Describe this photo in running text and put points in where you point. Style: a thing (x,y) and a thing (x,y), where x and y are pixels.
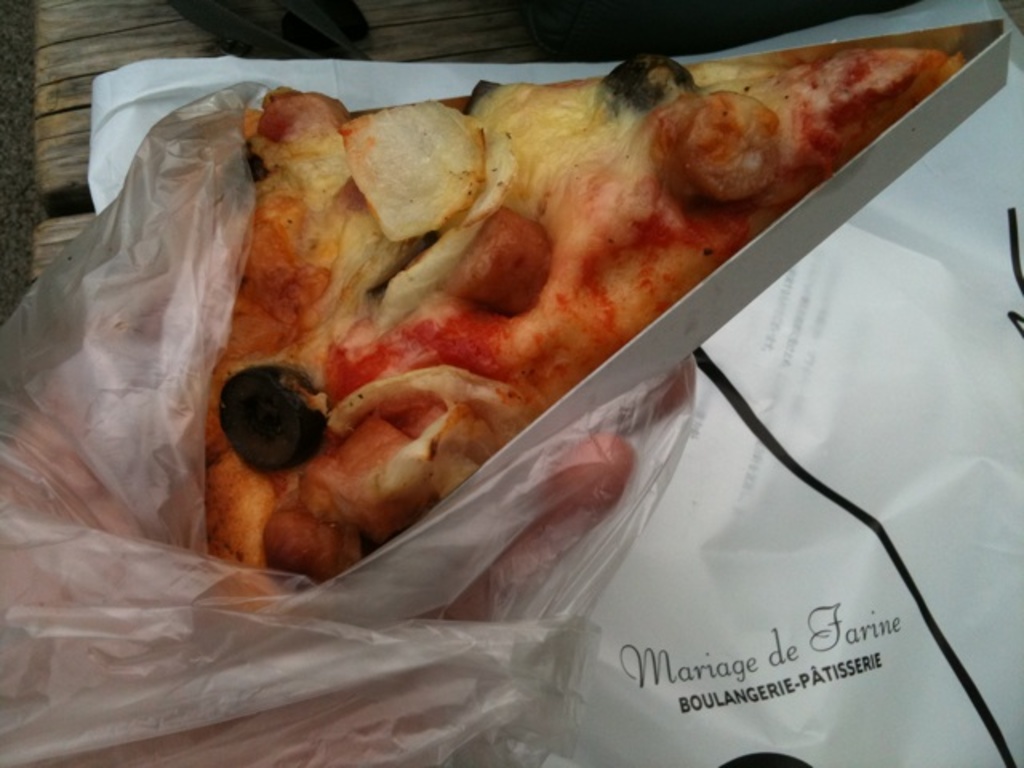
In this image we can see a pizza (371,322) in the hand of a person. We can also see a cover (384,623) to his hand (473,580). On the backside (42,85) we can see a cover (368,105) with some text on it which is placed on the surface (46,72).
